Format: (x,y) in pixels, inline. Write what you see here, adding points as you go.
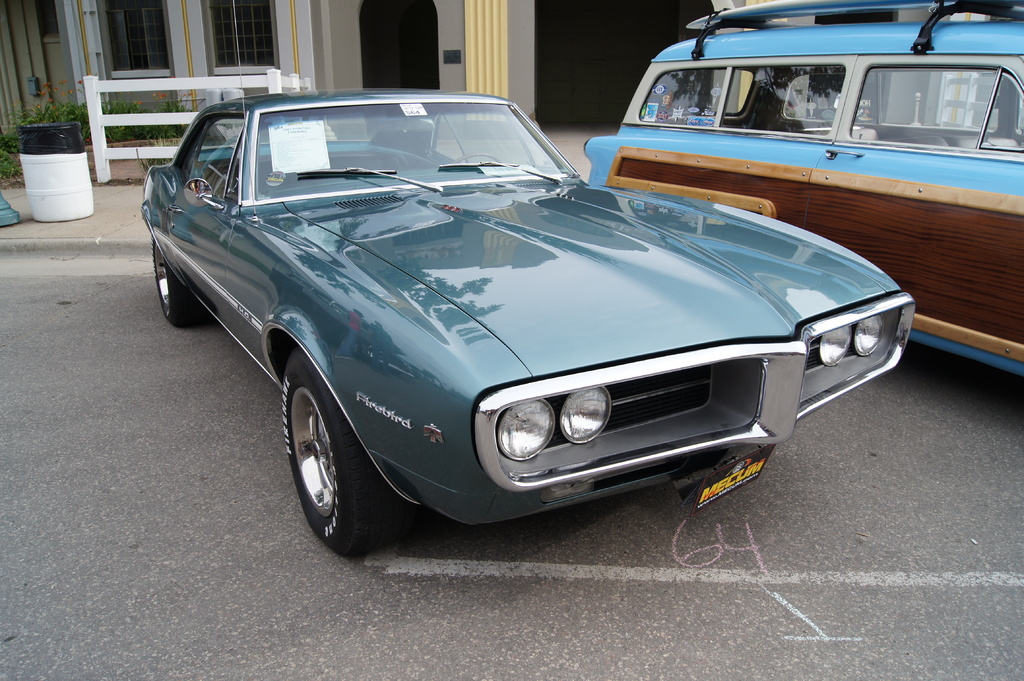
In this picture I can see there are two cars (702,214) parked at right side (753,430) and it has doors (232,228), windshield (489,111), wheels (357,511) and there is another car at right side (739,199), there is a building (199,65) in the backdrop (253,54), it has windows (271,39) and there is a door (400,55).
